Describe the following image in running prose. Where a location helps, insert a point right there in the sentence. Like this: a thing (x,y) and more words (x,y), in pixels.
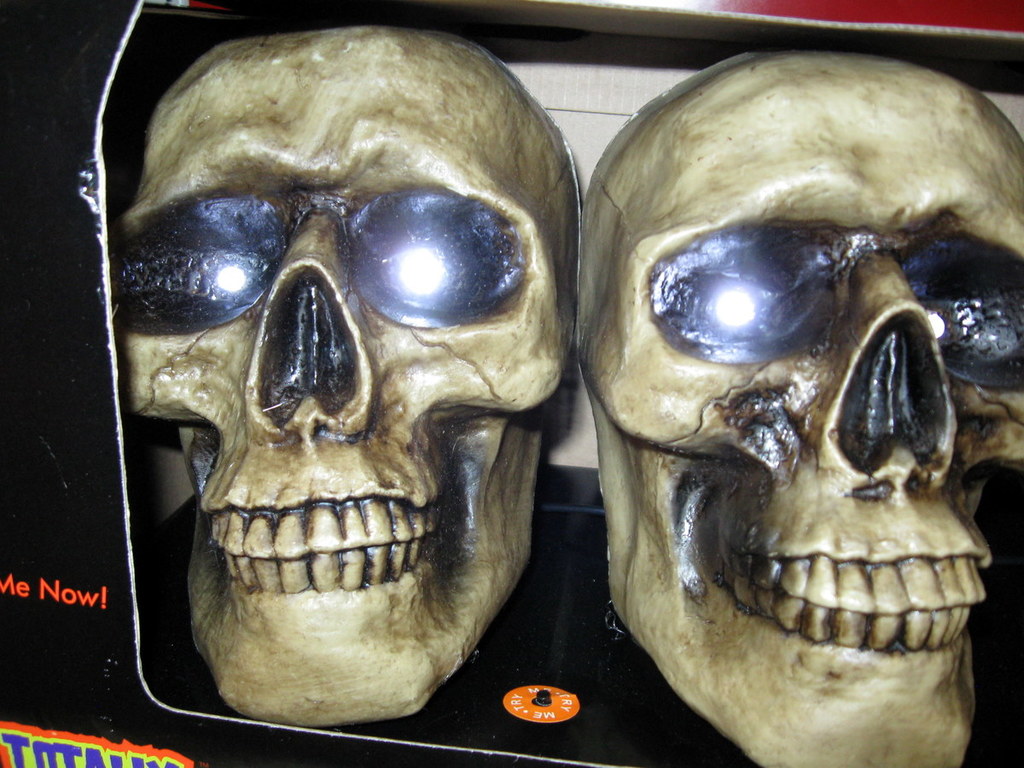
There are two skulls (494,450) in a box (639,687). On the skulls (546,359) there are lights (423,293) on the eyes (766,325). And something is written on the left side (44,755).
